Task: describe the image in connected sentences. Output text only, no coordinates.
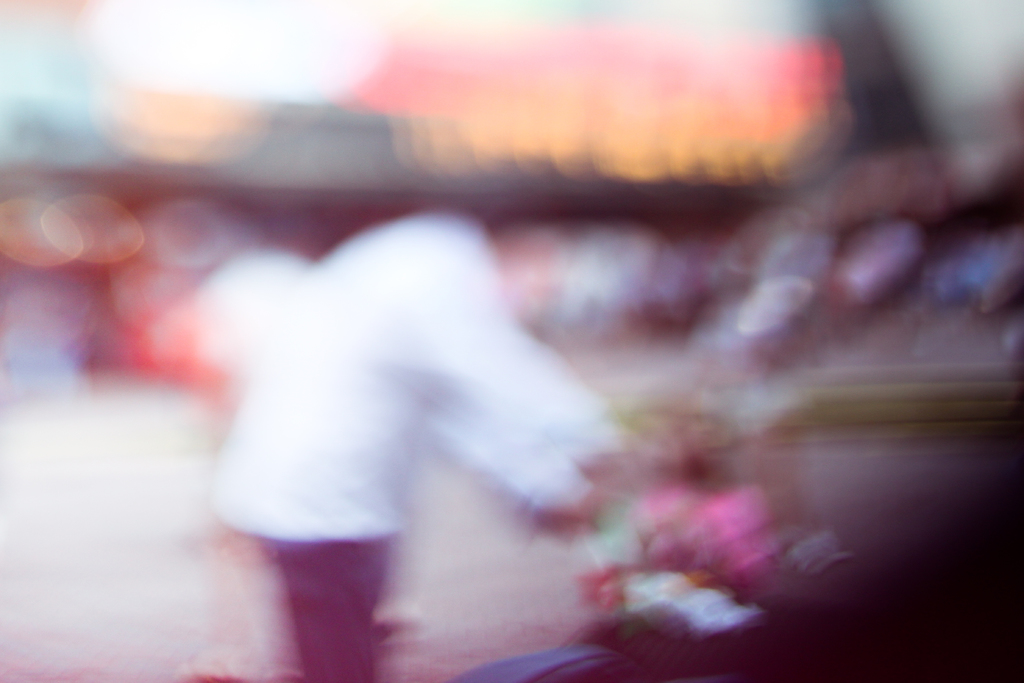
In this image we can see a blur image.
